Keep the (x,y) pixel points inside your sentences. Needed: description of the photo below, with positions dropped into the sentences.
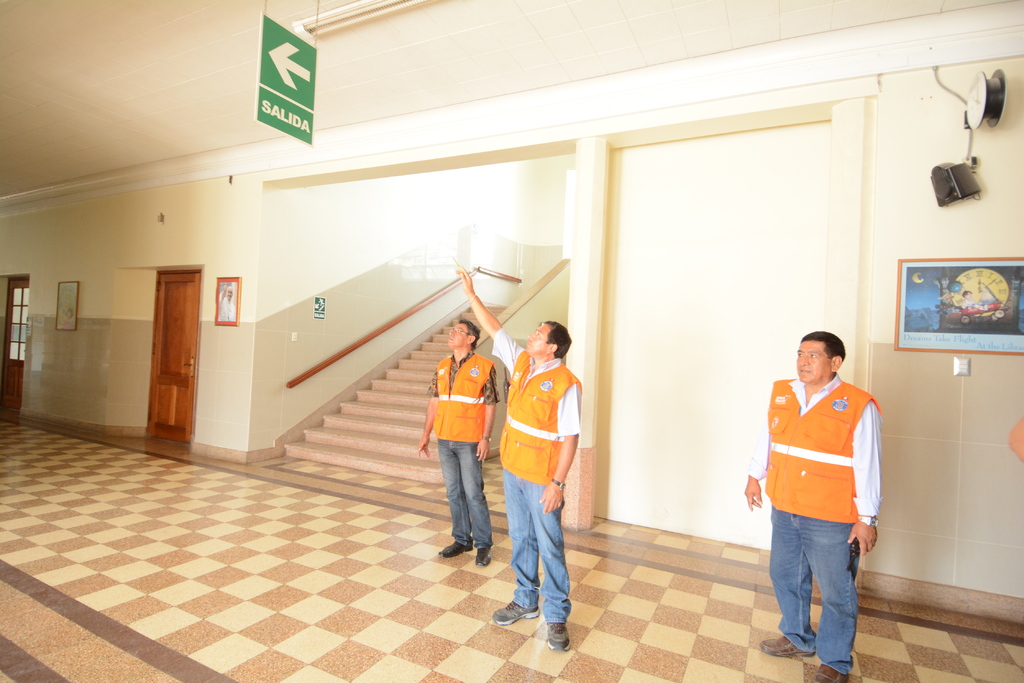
In this image we can see three persons (574,424) standing. There are walls (737,313) with photo frames (227,306). There are doors (175,341). Also there are steps (368,397) with handles (409,318). On the ceiling (205,110) there is a sign board (299,70). Also there is a tube light (369,14). On the right side (954,169) there is an object (945,186) on the wall (919,178).
